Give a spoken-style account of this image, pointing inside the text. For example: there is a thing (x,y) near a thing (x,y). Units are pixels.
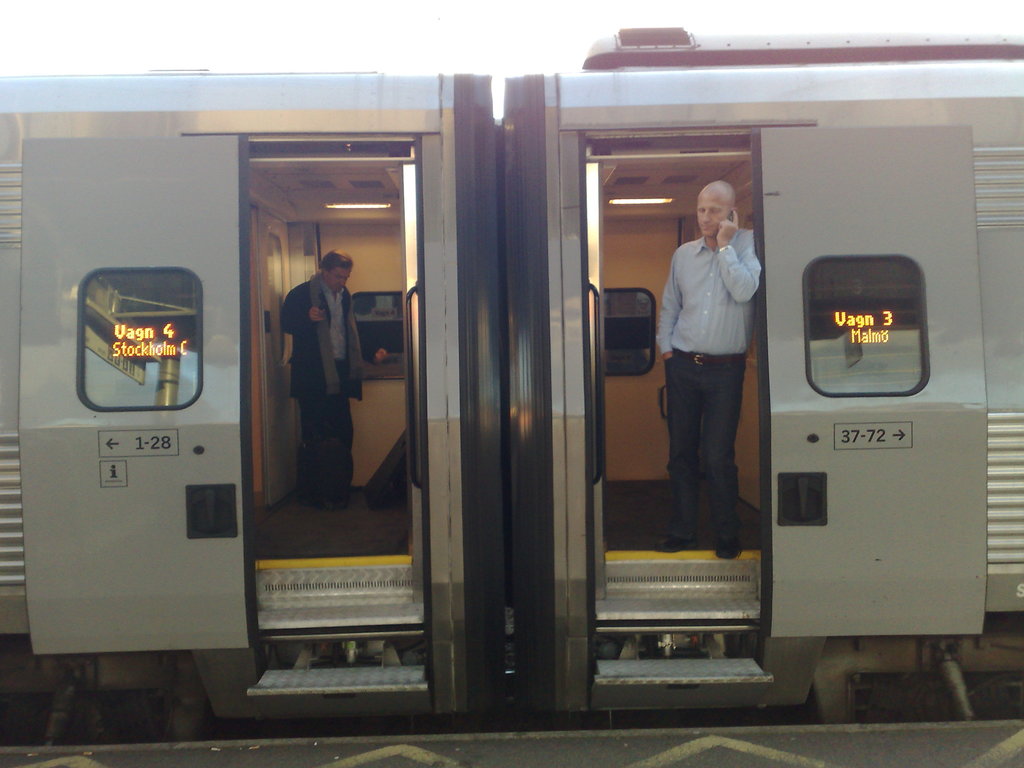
In this picture we can see there are two persons (340,349) in a vehicle (406,390). On the vehicles (188,379), there are windows (839,374), numbers (858,428) and arrow symbols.
